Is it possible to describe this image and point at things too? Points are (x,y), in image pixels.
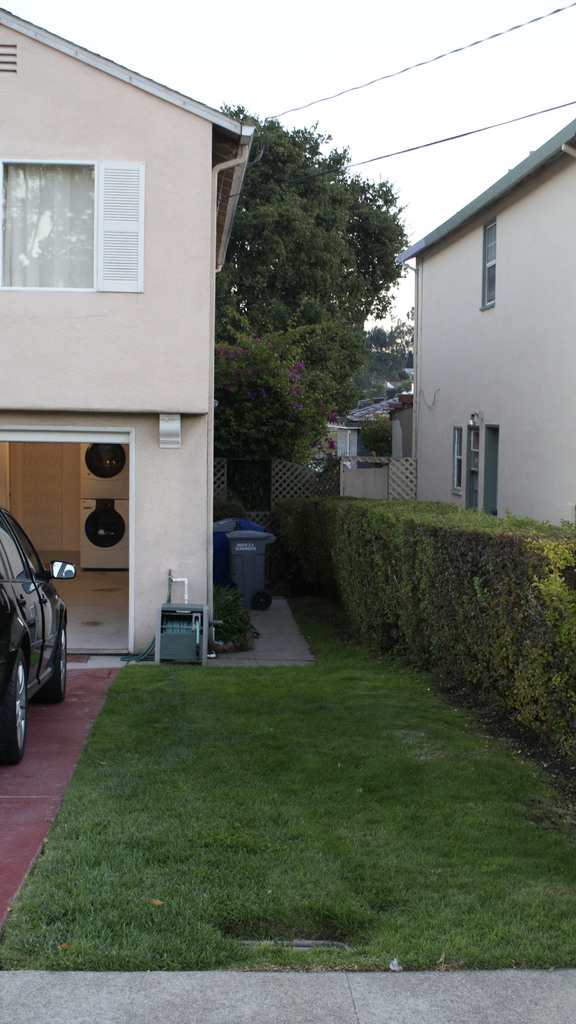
This image consists of houses (24,415). At the bottom (309,818), there is green grass (235,700). On the left (46,625), we can see a car (9,549). In the middle (326,370), we can see the trees (281,306) and dustbins (235,549). At the top (442,115), there is sky (427,74).
